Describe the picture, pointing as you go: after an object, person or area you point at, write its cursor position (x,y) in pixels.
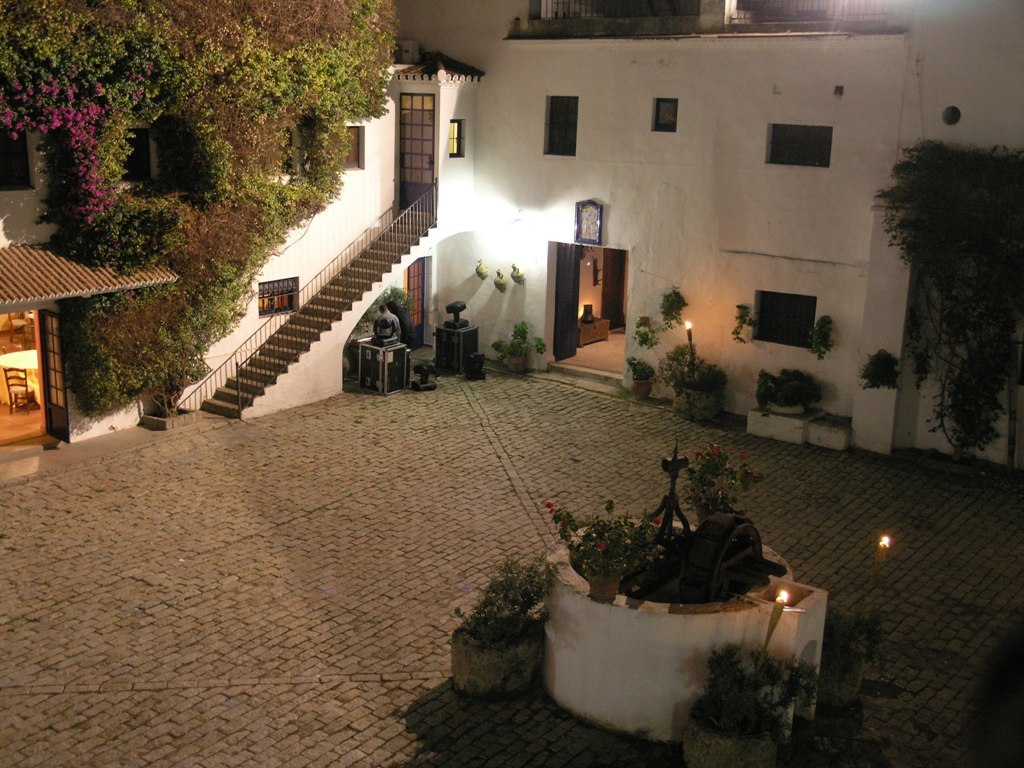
In this image there is a building (861,151) and we can see a well (621,592). There are plants (726,692) and trees (208,156). We can see stairs (319,298) and lights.
